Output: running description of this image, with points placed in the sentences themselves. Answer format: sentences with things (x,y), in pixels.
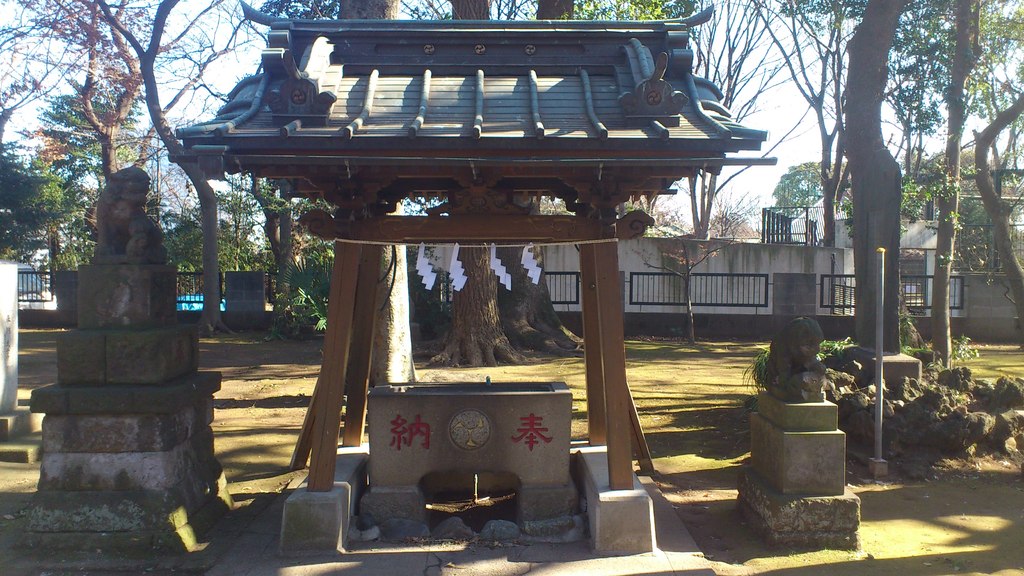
In this image we can see statues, some text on the wall (484,455), shed (479,141) with poles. In the background (217,288), we can see the fence (956,278), a group of trees (835,226), some plants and the sky (749,76).
